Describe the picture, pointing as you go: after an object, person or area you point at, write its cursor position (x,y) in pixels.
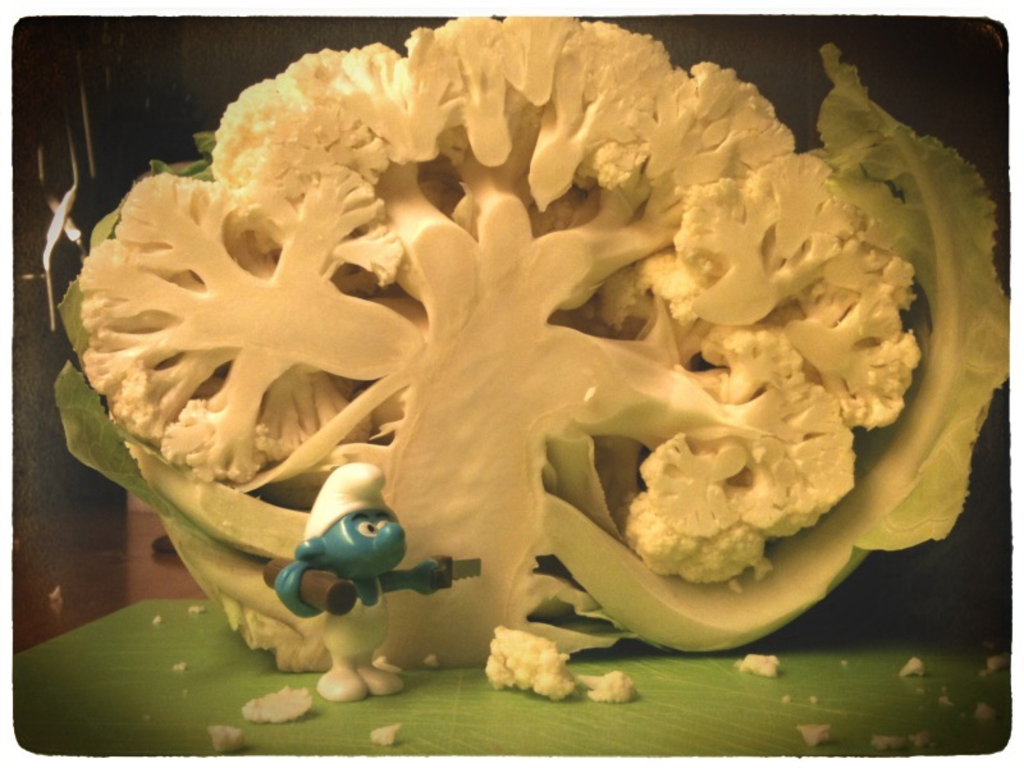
In this image, we can see a white color vegetable (634,114) and there is a small plastic toy (332,629).
